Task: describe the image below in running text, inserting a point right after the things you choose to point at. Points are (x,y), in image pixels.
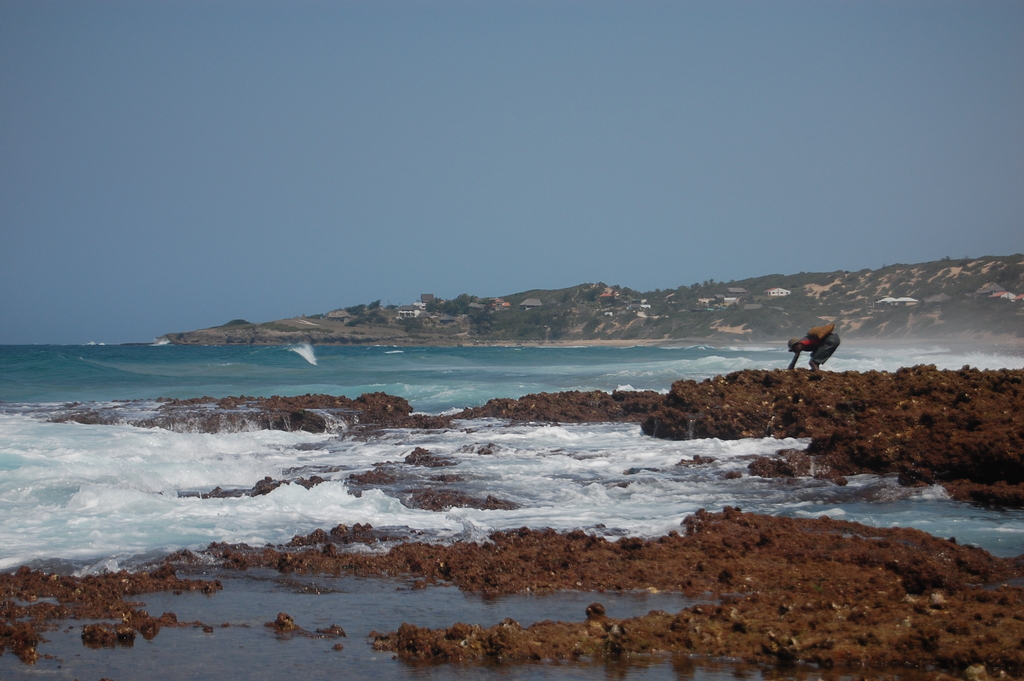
In this image I can see the person (806,344) standing on the rocks (821,410). To the side I can see the water (405,453). In the background (535,312) I can see few trees (532,293), houses (647,302) and the sky (289,146).
